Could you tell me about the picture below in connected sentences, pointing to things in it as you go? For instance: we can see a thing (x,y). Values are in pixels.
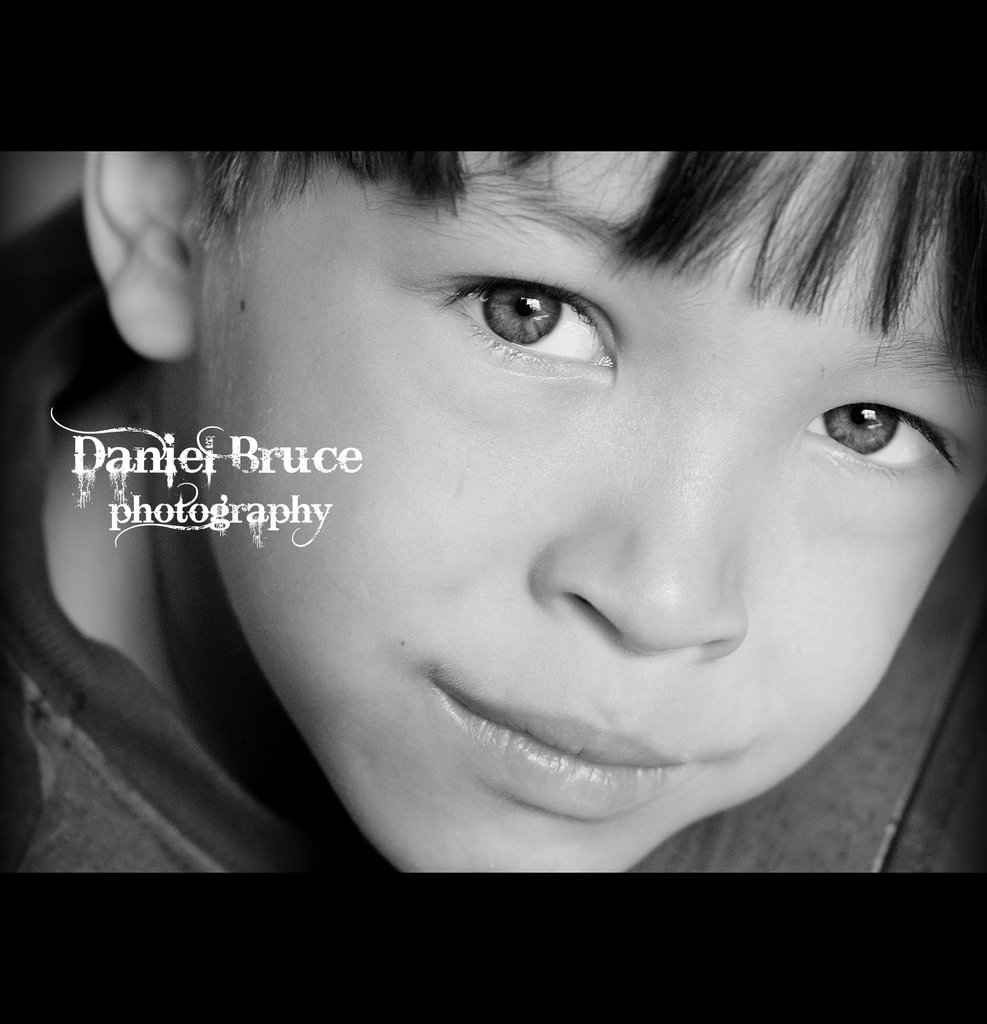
In the picture we can see face (227,534) of a kid (315,444) and we can see some text (162,521) on left side of the picture (148,518).
